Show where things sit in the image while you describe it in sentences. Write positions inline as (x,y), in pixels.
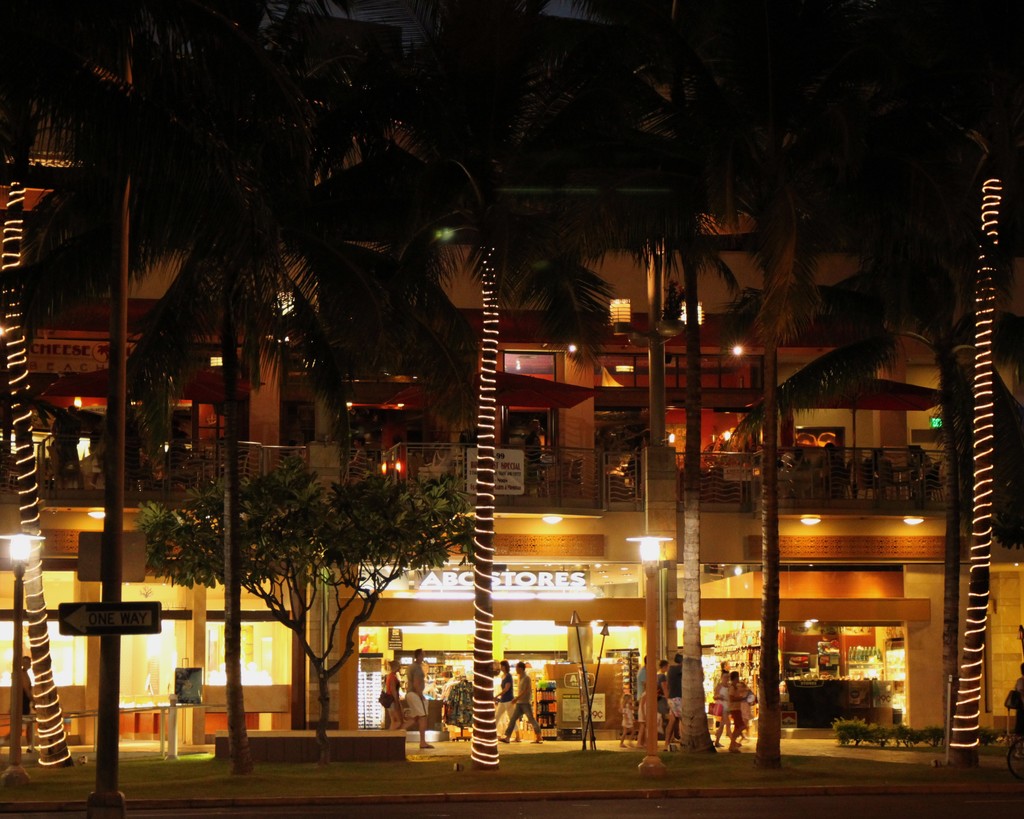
In this image few persons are walking on the pavement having few trees (236,720) and poles (113,803) on it. Left side (115,776) there is a pole (114,790) attached with a board (119,622). Behind there is a building (753,460) having few persons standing in the balcony (221,472) having fence (681,490).
